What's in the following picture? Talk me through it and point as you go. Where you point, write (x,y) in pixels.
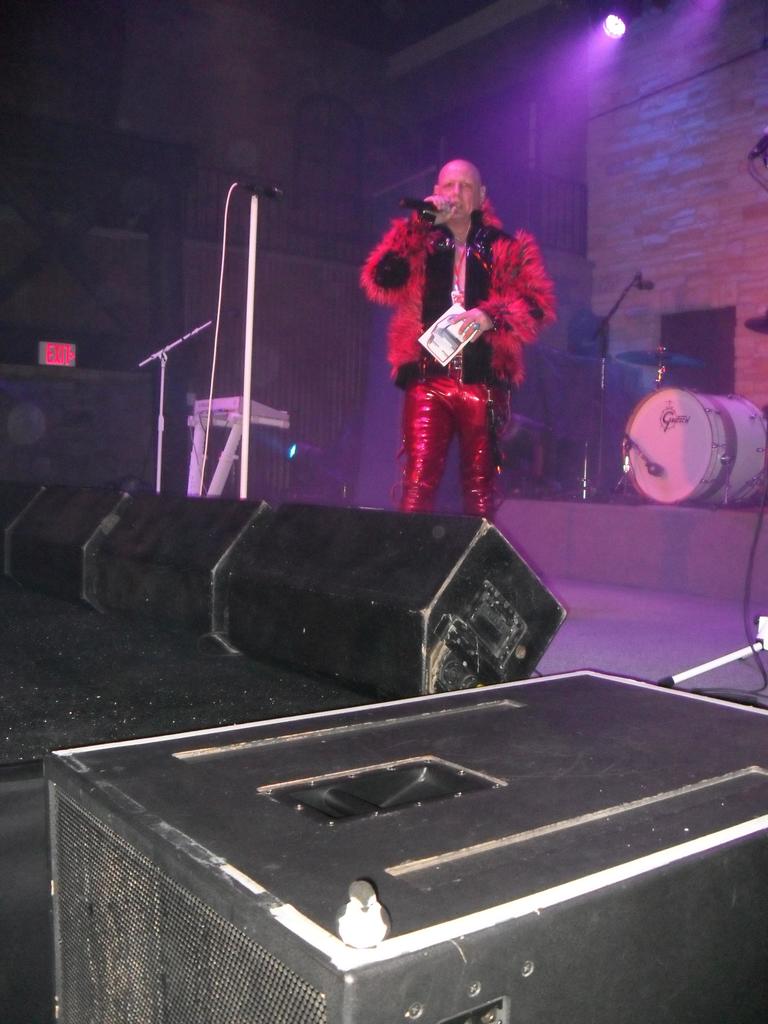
Here in this picture we can see a person (463,281) standing on a stage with red colored fur jacket (383,254) on him over there and he is singing something with a microphone (433,206) present in his hand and holding a card (442,354) in other hand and behind him we can see drums (693,407) and microphone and on the side we can see a piano (272,407) and a microphone (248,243) present over there and in the front (156,492) we can see speakers (345,657) present all over there and at the top (616,21) we can see colorful lights (606,27) present over there.
